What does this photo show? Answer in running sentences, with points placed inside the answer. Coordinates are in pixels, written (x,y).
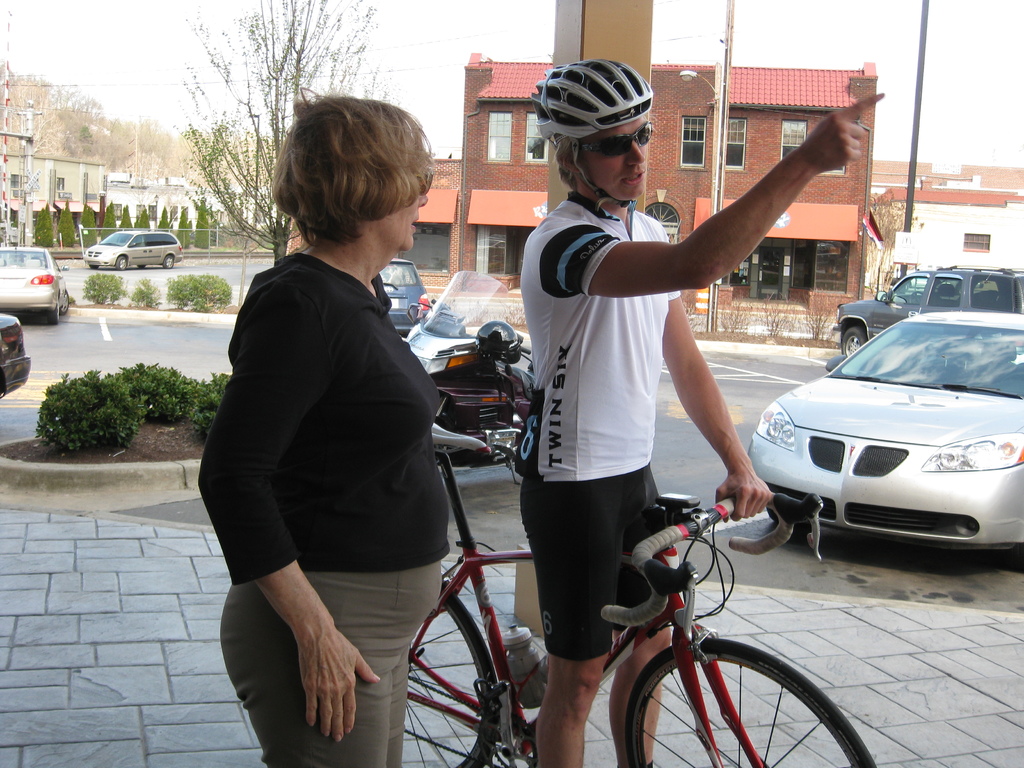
At the top (305,11) we can see sky (491,24) and it seems like a sunny day. Here we can see buildings (55,198), trees (84,211), plants (198,304) and few vehicles (834,455) on the road (78,277). We can see one man (749,207) talking to this woman (347,330). This is a bicycle (620,662). He wore helmet (615,122) and goggles (619,136).
